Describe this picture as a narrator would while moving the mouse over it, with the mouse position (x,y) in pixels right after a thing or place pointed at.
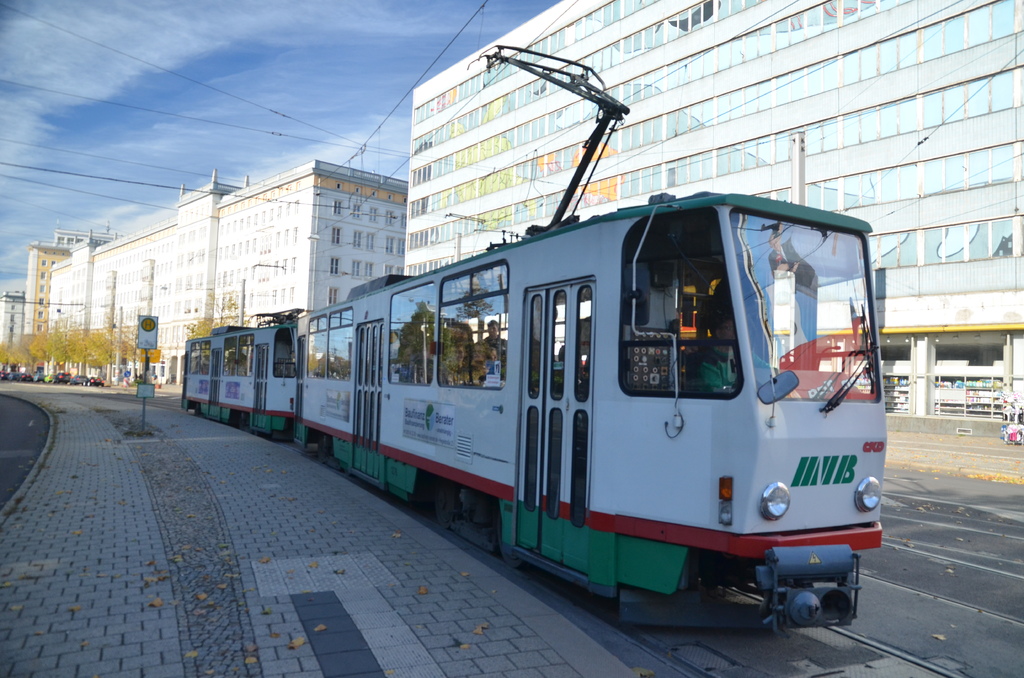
In this image we can see a tram (573,544) is moving on the road (895,626). Here we can see the board (146,338), vehicles (65,376) moving on the road (970,569), trees (135,359), wires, caution boards (159,350), buildings (501,166) and the sky (257,72) in the background (221,121).
